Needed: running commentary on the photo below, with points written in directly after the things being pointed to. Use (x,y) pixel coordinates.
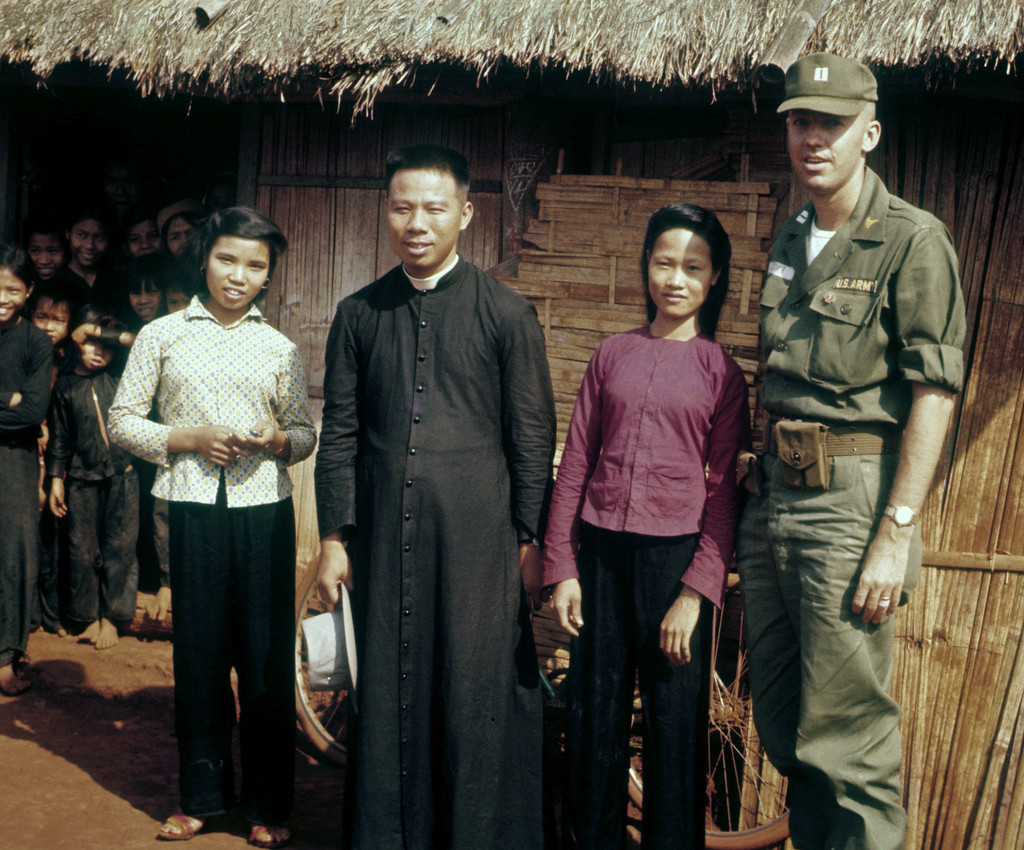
There are four people (419,462) standing. Person (835,402) on the right (784,405) is wearing a watch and cap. another person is holding a hat (321,630). In the back (148,275) there are many people (92,274). Also there is a hut (535,113) with wooden walls (538,132).
